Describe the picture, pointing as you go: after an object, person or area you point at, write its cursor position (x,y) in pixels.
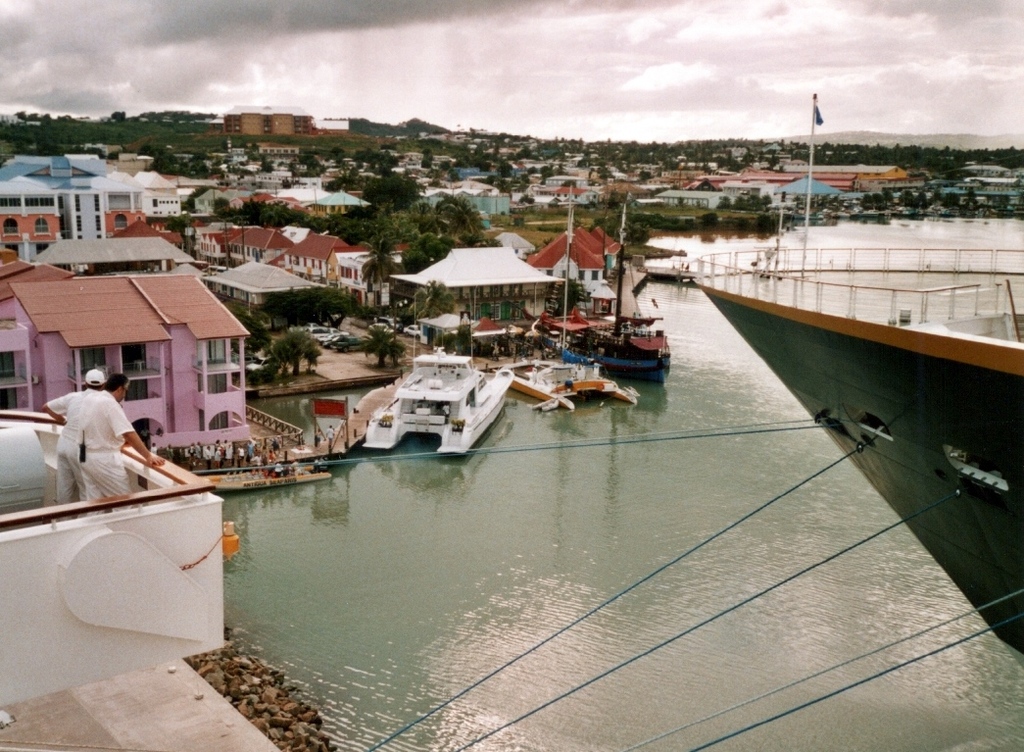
In this picture I can see is a huge ship (916,391) on to the right (895,413) and it has a few ropes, there are two people (107,484) standing here on the left side (89,429). There is an ocean (667,576) on the right side (736,663) and the little boats (581,378) and yacht (478,418) and there are people (221,462) standing in a queue (221,462) and I can see there are a few buildings (73,289) and there is a flagpole (812,110) with flag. There few trees (803,148) and the sky (794,104) are cloudy.
